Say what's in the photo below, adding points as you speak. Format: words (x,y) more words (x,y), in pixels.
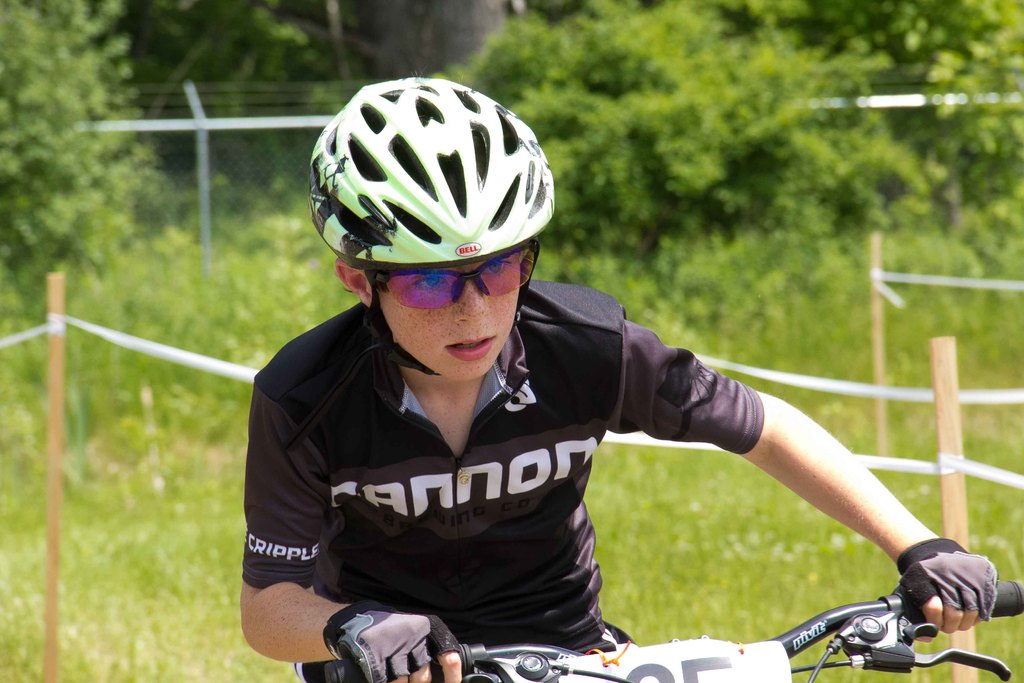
This picture is clicked outside. In the foreground (570,408) we can see a person (426,458) wearing a t-shirt (355,447), helmet (452,170), gloves (396,646) and riding a bicycle (893,645). In the background (37,316) we can see the wooden poles (61,425), ropes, green grass (73,437), plants (300,234) and trees (50,78) and some other objects (197,105).
